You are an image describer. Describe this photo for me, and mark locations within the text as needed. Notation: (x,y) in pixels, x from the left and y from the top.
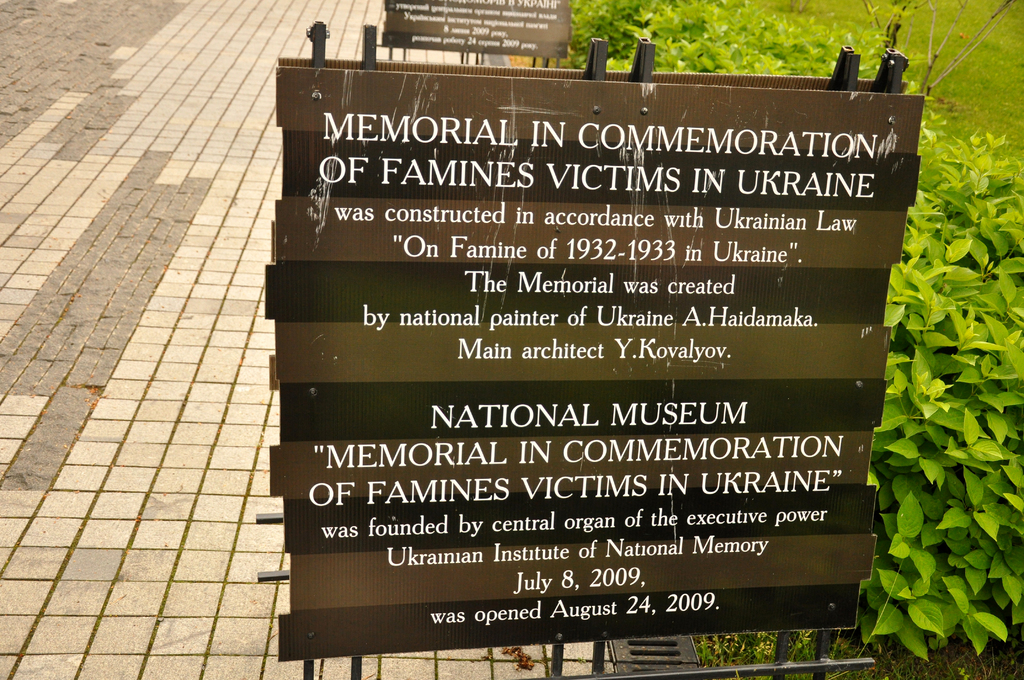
Here we can see information boards (451,265). Right side of the image (826,14) we can see plants (981,221) and grass (987,58).
